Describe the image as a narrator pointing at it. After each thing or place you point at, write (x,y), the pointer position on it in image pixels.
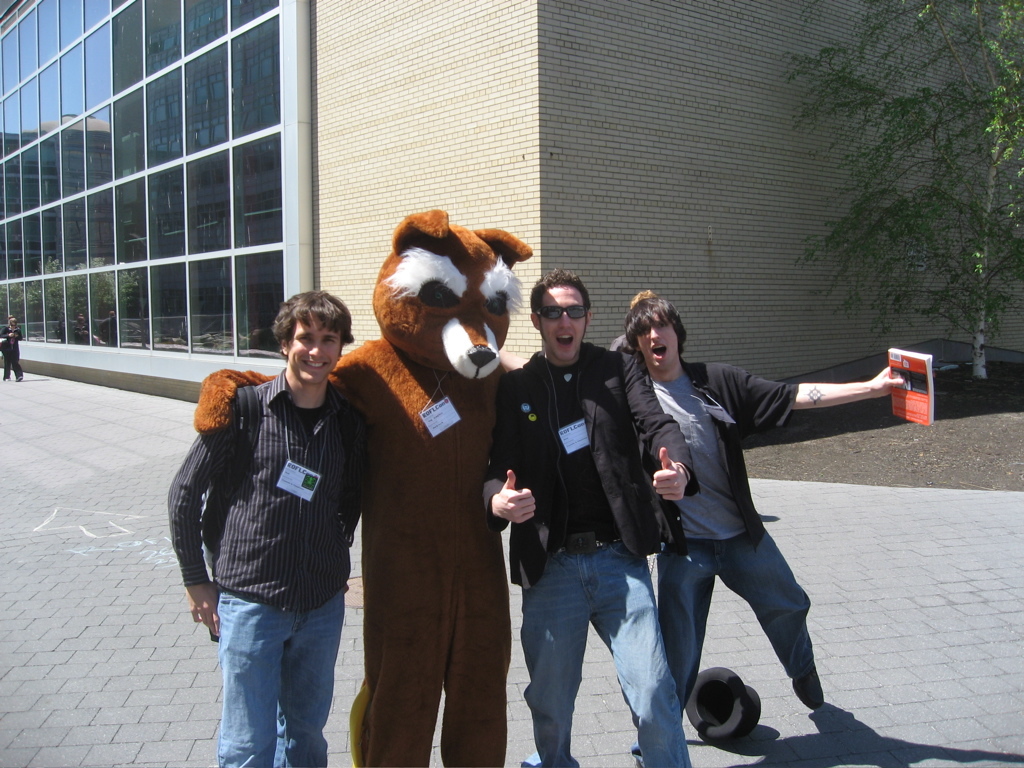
In this image I see 3 men (567,466) and I see that there is a person (375,406) who is wearing a costume (428,384) of an animal and the costume (424,438) is of brown and white in color and I see that these 3 men (325,393) are smiling and I see that this man (749,418) is holding a book (911,384) and I see the path (57,434). In the background (8,355) I see the building (429,44), a person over here and I see the tree (880,199) over here and I see a thing (714,710) over here.
